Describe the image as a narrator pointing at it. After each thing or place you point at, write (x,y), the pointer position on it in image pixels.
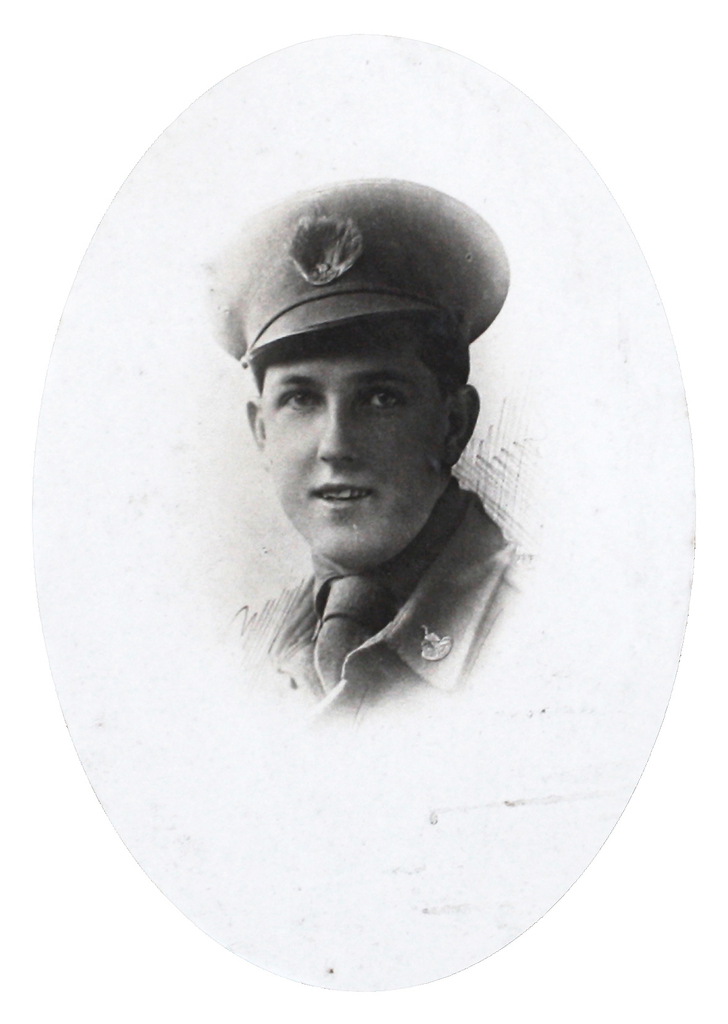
In the image we can see a person (374,184) and he is smiling.
